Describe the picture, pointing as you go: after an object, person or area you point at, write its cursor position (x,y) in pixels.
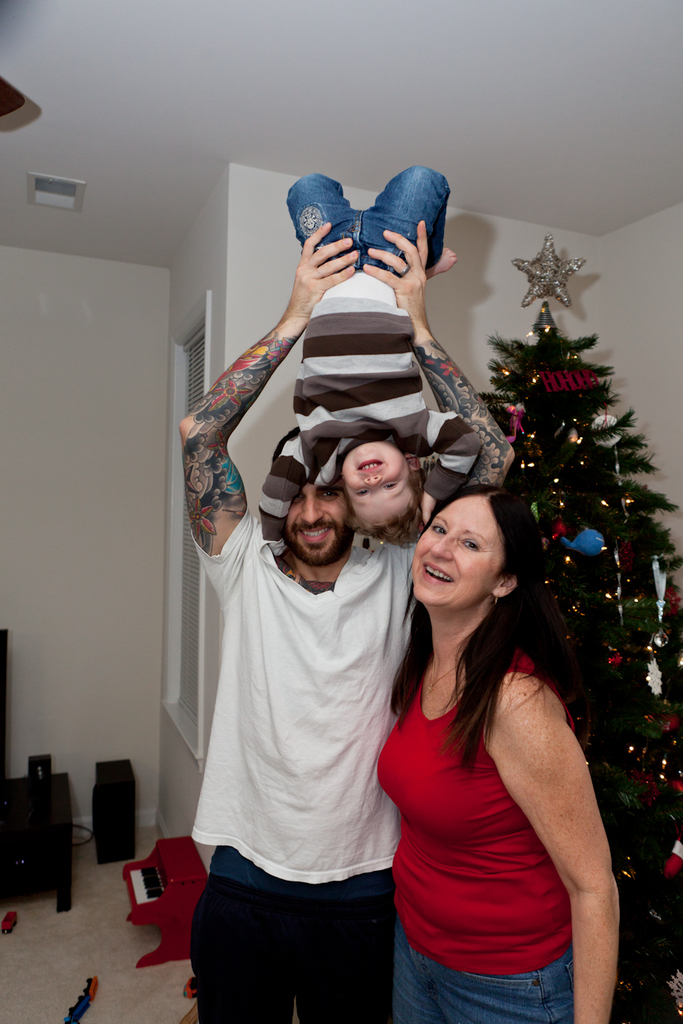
In this image a person (293,759) wearing a white shirt (290,728) is holding a baby (384,361). Beside him there is a woman (498,867) wearing a red top (534,882). Behind them there is a Christmas tree (652,709). On it there is a star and few decorative item (619,569) on it. Left side (182,926) there is a table (9,834), beside there is a device (130,796) and a musical toy (160,905) near the wall (107,444). There is a window (182,487) to the wall (99,395).
